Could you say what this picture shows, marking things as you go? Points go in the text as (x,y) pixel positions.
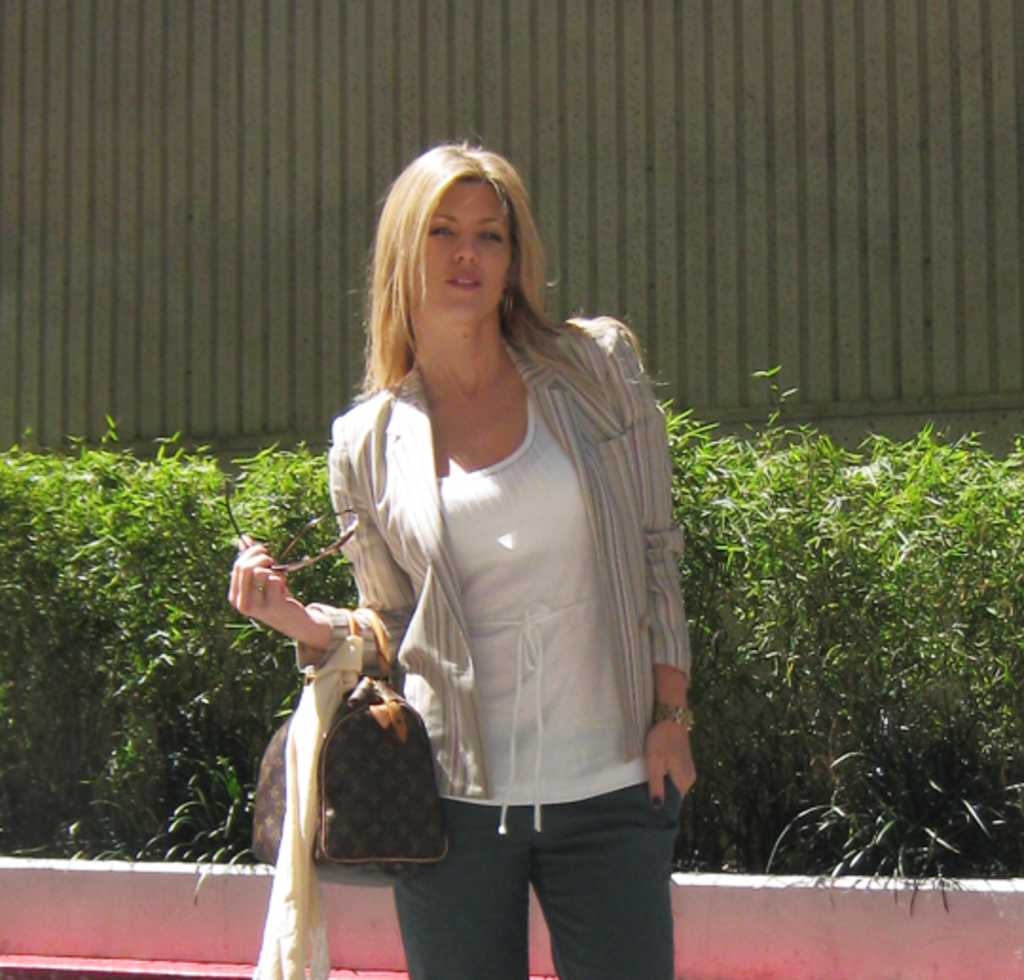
A woman (481,832) is standing with a handbag (432,787) behind her there are bushes (199,728). Behind that there is a wall (163,435).
